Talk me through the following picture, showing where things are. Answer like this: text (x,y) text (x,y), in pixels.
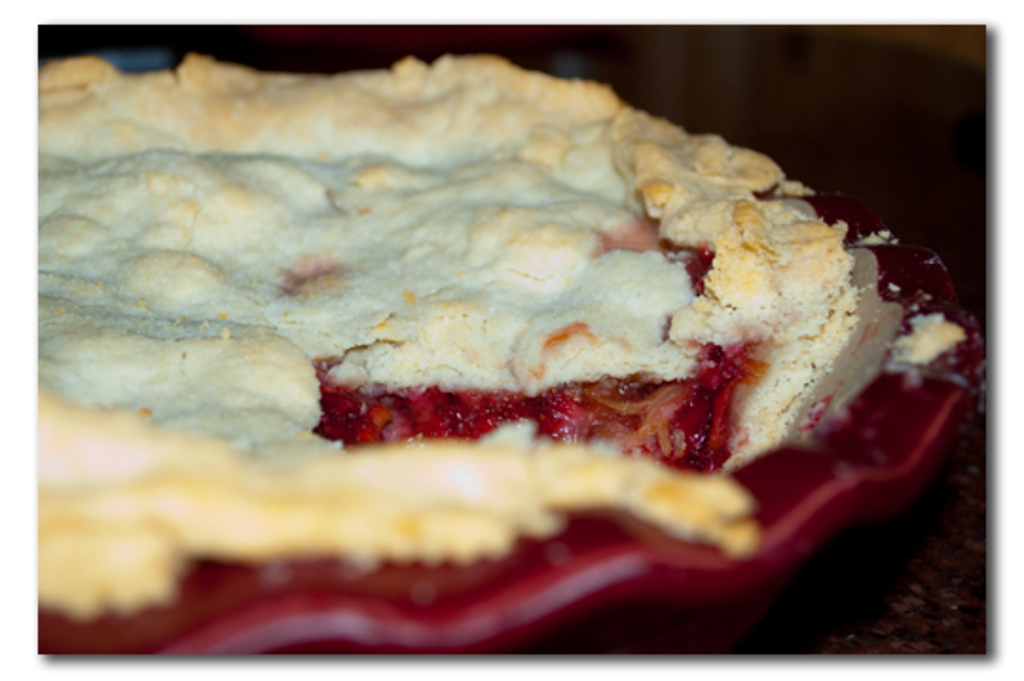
In the center of this picture (578,350) we can see a red pie dish (920,375) containing some food item (497,302). In the background (732,65) we can see some other objects (905,94).
